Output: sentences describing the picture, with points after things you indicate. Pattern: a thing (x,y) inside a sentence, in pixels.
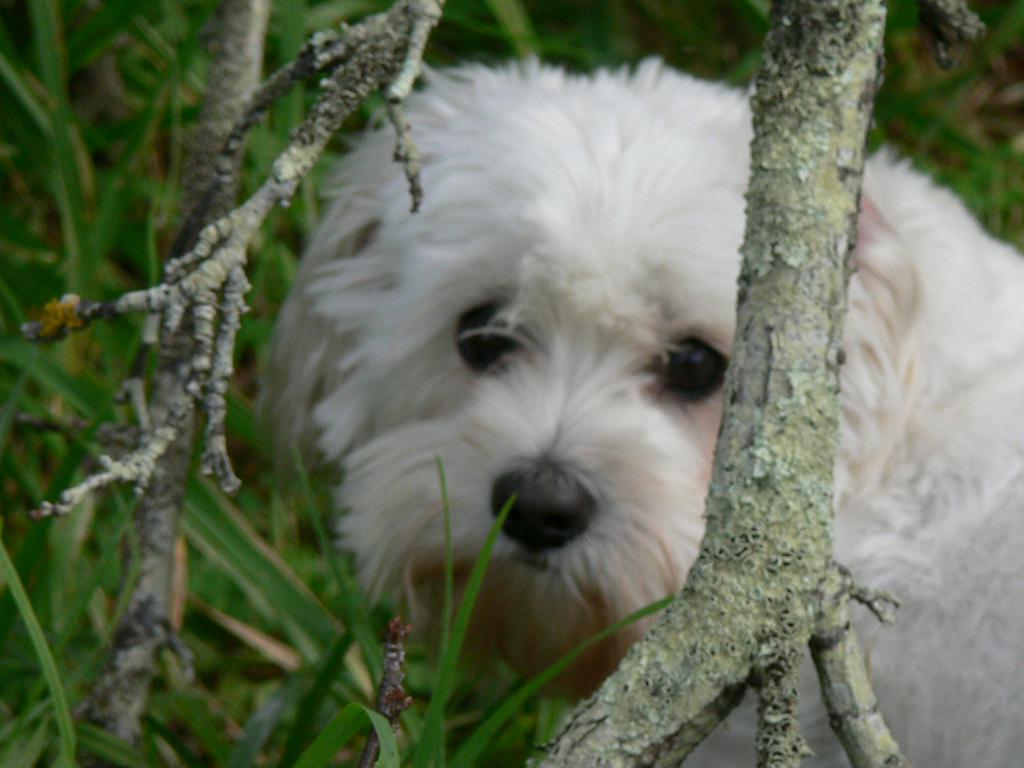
In the center of the image (509,396) we can see one dog (647,435), which is in white color. In front of dog (639,525), we can see wooden objects (766,535). In the background (169,205) we can see the grass (553,9) etc.
